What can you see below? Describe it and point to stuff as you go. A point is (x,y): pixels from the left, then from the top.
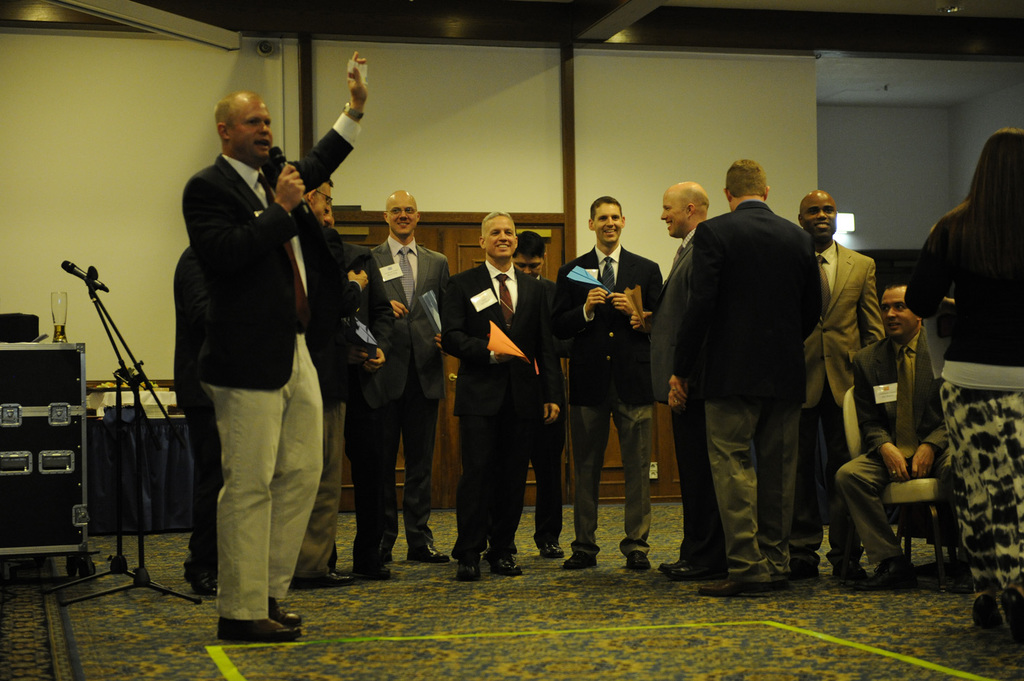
In this image there are people (594,301) standing on a floor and a one man (272,270) is holding mic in his hand (284,188), in the background (282,98) there is a wall (732,68) to that wall (790,166) there is a door (376,227), on the left side (139,417) there is a mic (129,384) and table (47,373), on that table (49,357) there is glass (63,312), on the right side (993,316) there is a woman (991,280) standing and a man (905,469) sitting on chair (914,489).
